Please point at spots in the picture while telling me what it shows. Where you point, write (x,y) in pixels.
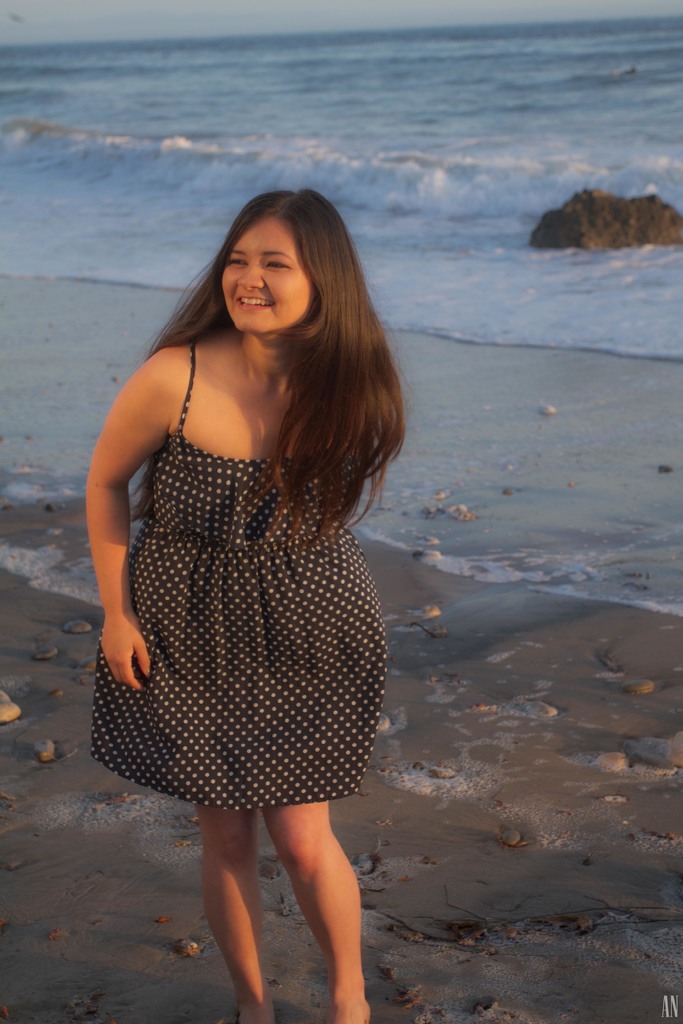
This image consists of a girl (225,794) wearing black dress (221,681). It is clicked near the beach (402,1013). At the bottom (478,909), there is sand (483,760). In the background (437,149), there are waves (378,170) in the water (388,249) and a rock (585,230).
